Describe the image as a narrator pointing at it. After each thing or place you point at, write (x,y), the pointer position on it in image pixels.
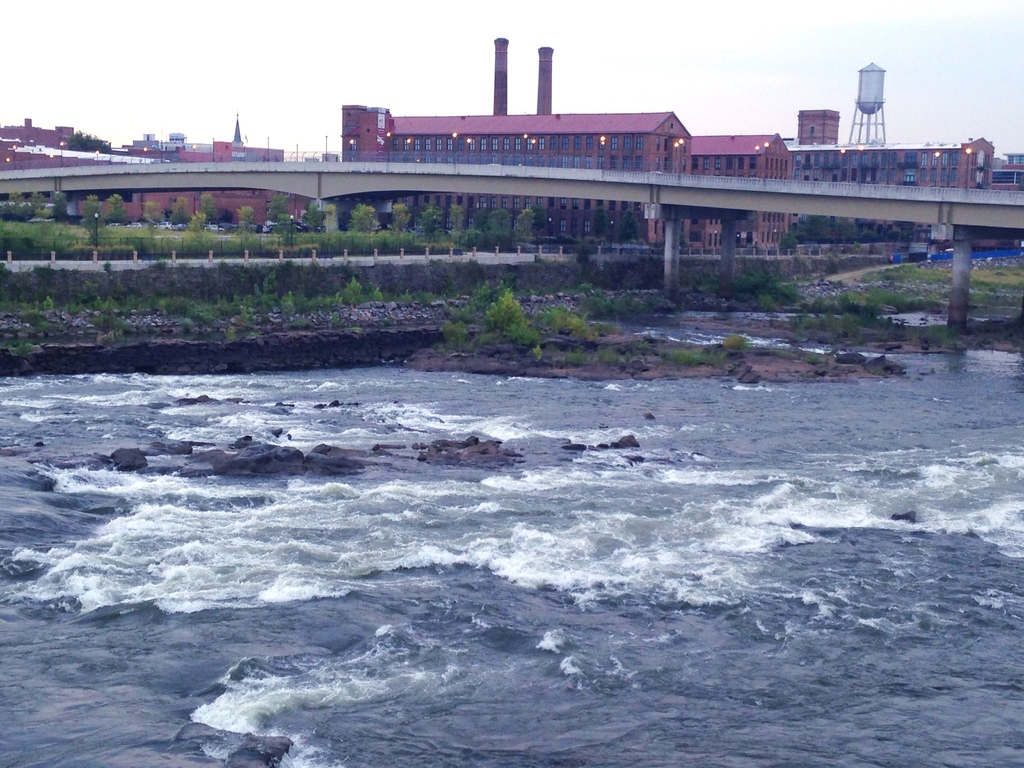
In this image there are water (562,484) and stones (182,330). There are plants (98,300) and grass (270,292). We can see the road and the bridge (809,183). There are buildings (412,196) and trees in the background (591,142). There is sky (713,54).
